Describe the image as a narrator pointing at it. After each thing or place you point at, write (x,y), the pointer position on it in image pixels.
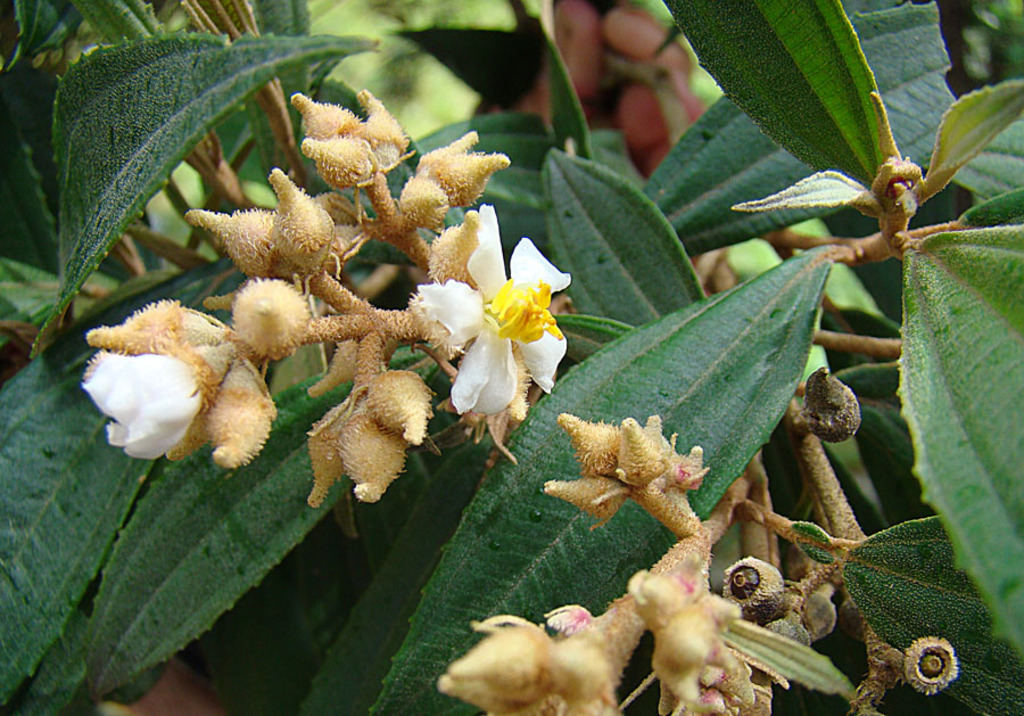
In this picture I can see that there are some flowers (143,411) and there are some plants (517,493).
